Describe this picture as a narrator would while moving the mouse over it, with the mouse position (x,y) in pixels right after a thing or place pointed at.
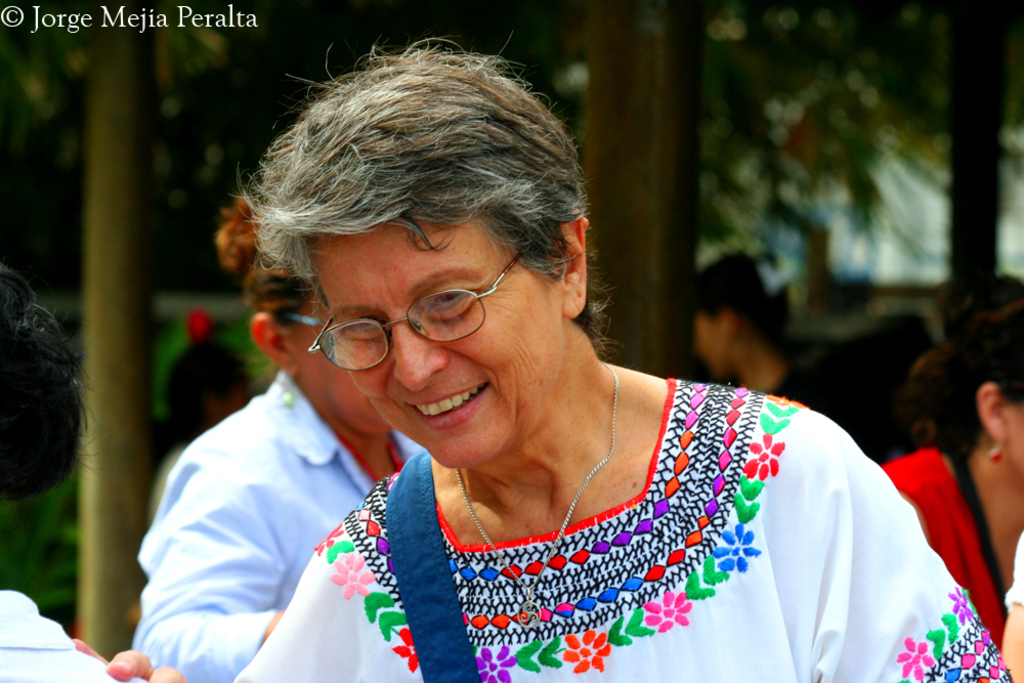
In the image in the center (522,335) we can see few people (624,396) were standing. And the middle woman (480,527), she is smiling. In the background (663,127) we can see few people (739,260) standing, glass building (917,281), pole (106,176) and few other objects (207,68).
